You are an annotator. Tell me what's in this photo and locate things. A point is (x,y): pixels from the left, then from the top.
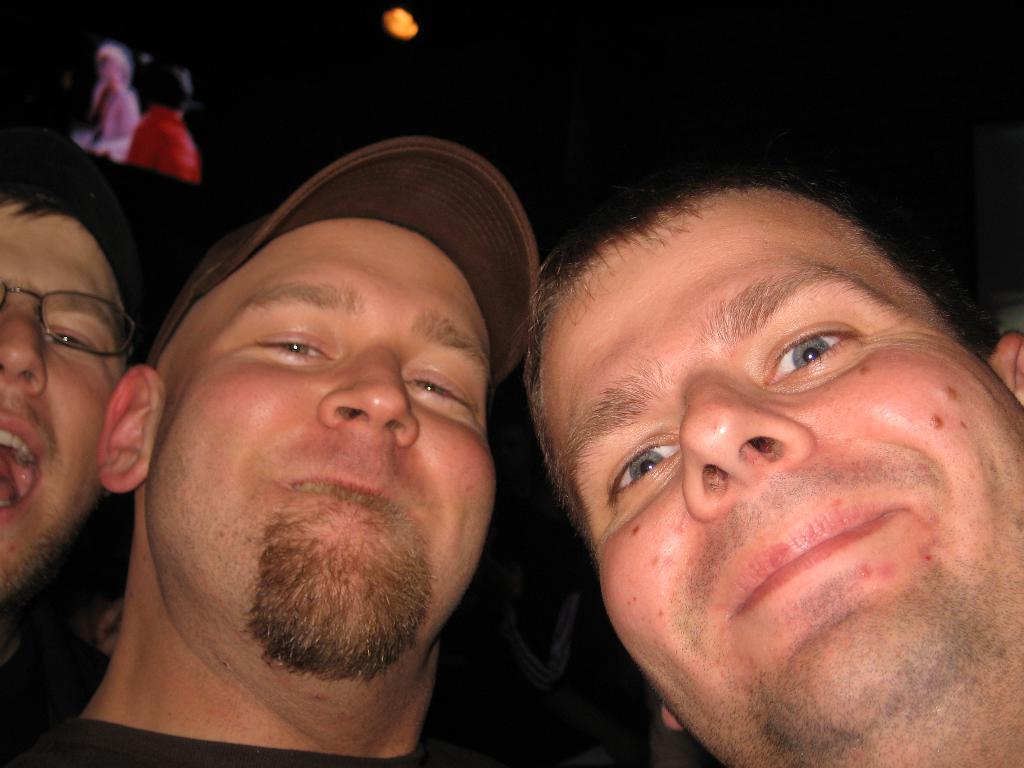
In the image there are three men (361,462) beside each other smiling and on the left side (155,115) there is a screen (195,101) and a light (406,19) over the ceiling (439,15).
